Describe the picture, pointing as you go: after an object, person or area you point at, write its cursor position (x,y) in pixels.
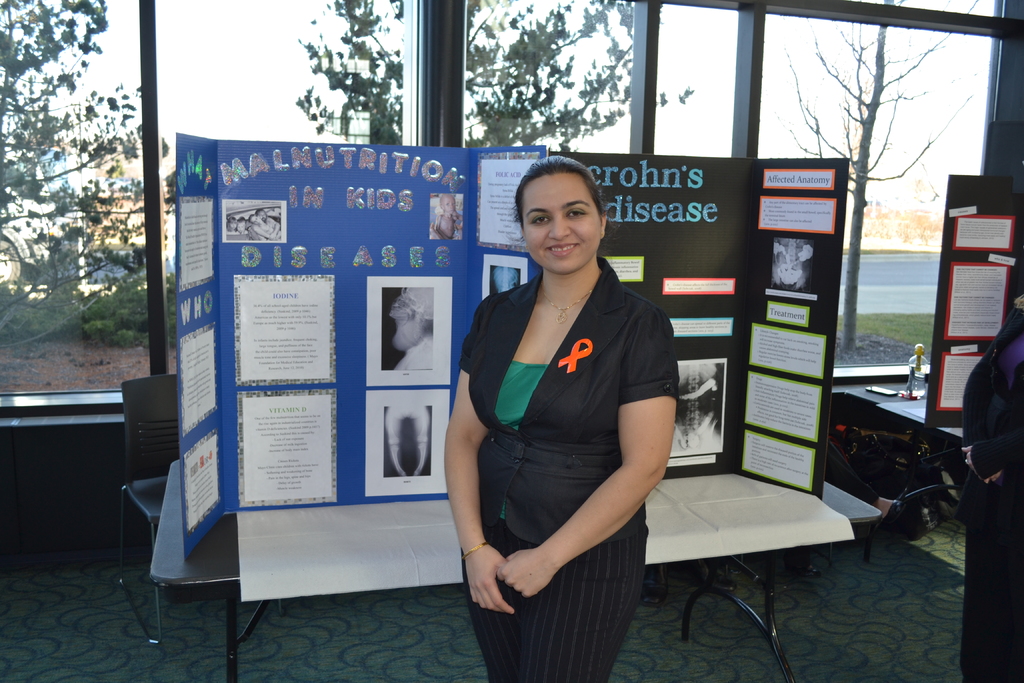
This image is taken in a room (215,359). In the middle of the image (448,440) there is a woman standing on the floor (621,672). At the bottom of the image (59,659) there is a floor (278,658) with mat (400,659). In the right side of the image (1005,666) a person (963,669) is standing and there is a board (959,331) with text (974,283) on it and a table (892,387) and a water bottle (921,376) on top of it. At the background (256,58) there is a glass window (909,104) and there were few trees (92,106) and plants (55,322) on the ground (97,357). In the left side of the image (150,463) there is an empty chair (147,492).
